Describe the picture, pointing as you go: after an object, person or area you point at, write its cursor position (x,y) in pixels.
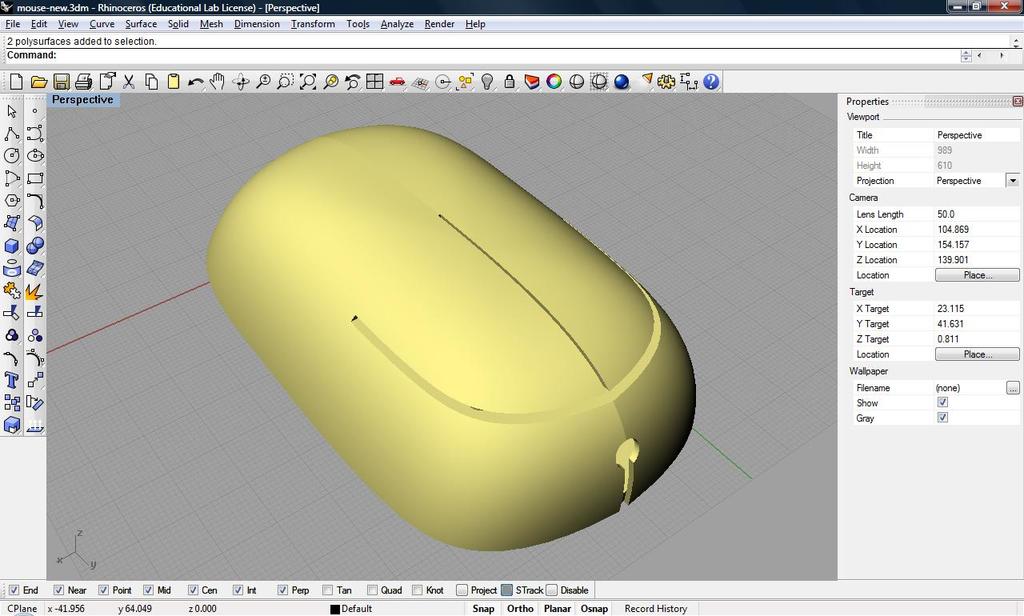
In this picture there is a screenshot of painting page (529,320). In the center (560,315) we can see yellow color mouse drawing (519,445). Here we can see a icon bar (37,131).
